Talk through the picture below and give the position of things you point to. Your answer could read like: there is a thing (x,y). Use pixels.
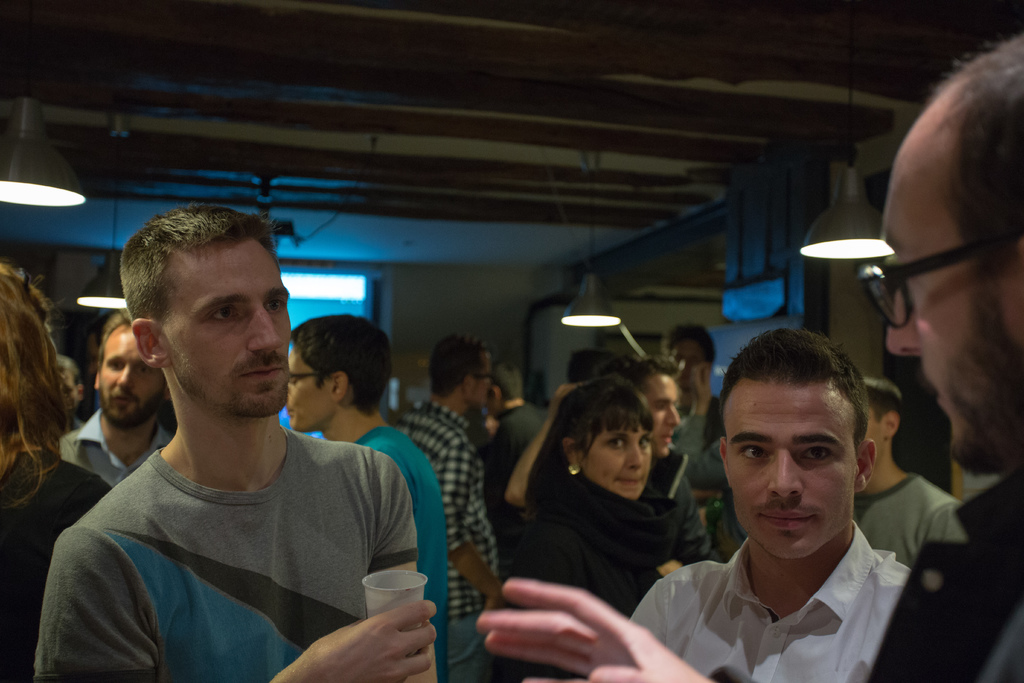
At the bottom of the image (959,673), we can see a group of people (397,517) are standing. Here a person (358,577) is holding a glass (391,603). Background (490,331) we can see wall (506,342), lights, rods (563,293) and ceiling (368,168).
